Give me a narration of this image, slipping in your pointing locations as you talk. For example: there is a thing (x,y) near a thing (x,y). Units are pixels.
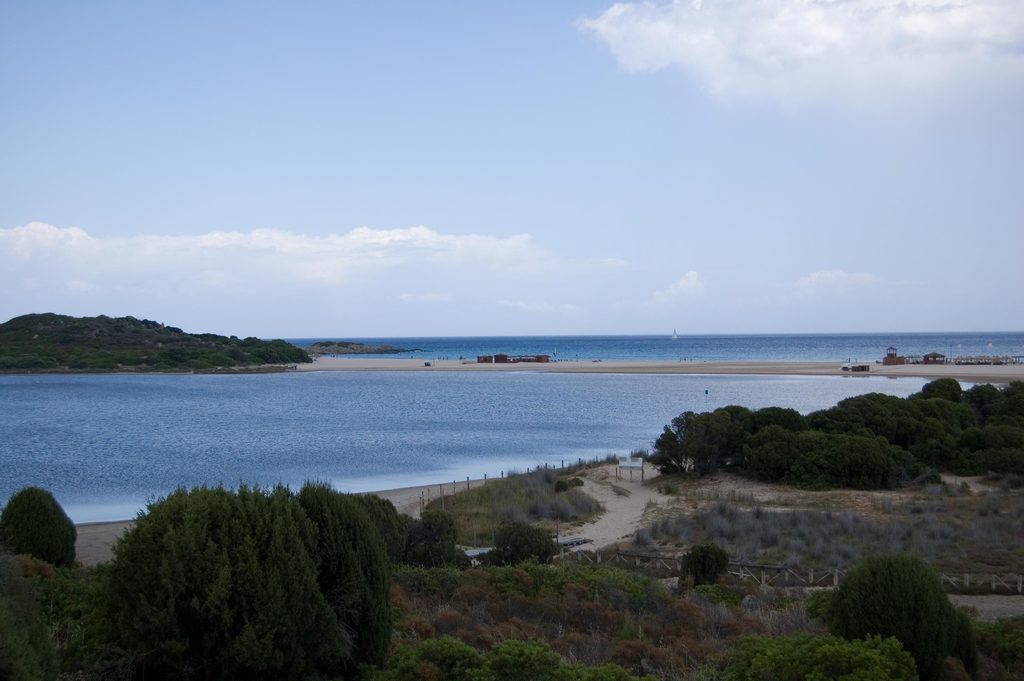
In the picture I can see trees (383,521), poles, fence (628,560) and the water (518,440). In the background (237,246) I can see the sky (371,250) and some other objects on the ground (809,371).
